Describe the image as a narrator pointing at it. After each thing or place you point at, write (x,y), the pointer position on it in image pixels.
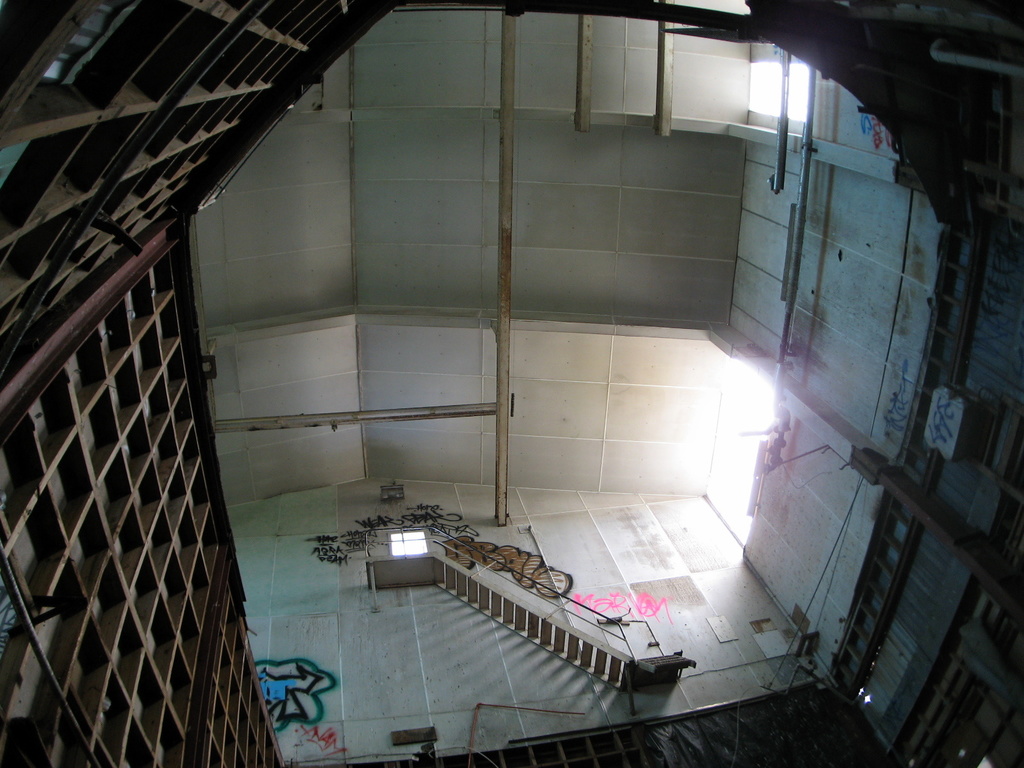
In this picture we can see an iron staircase (513,596) to the wall (453,661) and on the left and right side of the staircase (501,603) there are some iron items (1012,531) to the wall (468,560).
